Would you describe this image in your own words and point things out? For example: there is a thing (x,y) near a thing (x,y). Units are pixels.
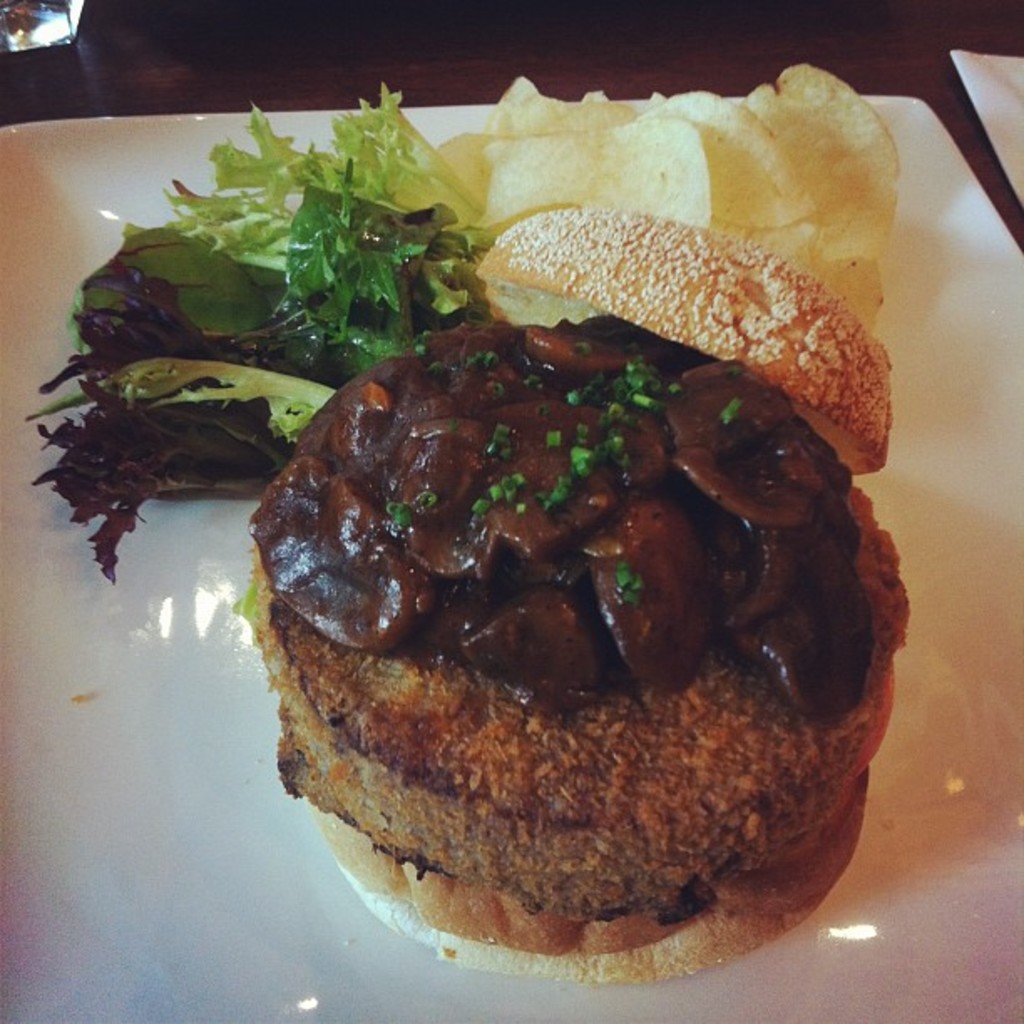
In this picture, we can see a table (768,80), on that table (749,87) there is a plate (1001,562) and on the plate (911,679), we can see a burger (855,653), potato chips (889,235) and some green leaves (383,325). On the right side (1002,146), we can also see a tissue (999,94). On the left corner (13,8), we can see a glass (61,44).
